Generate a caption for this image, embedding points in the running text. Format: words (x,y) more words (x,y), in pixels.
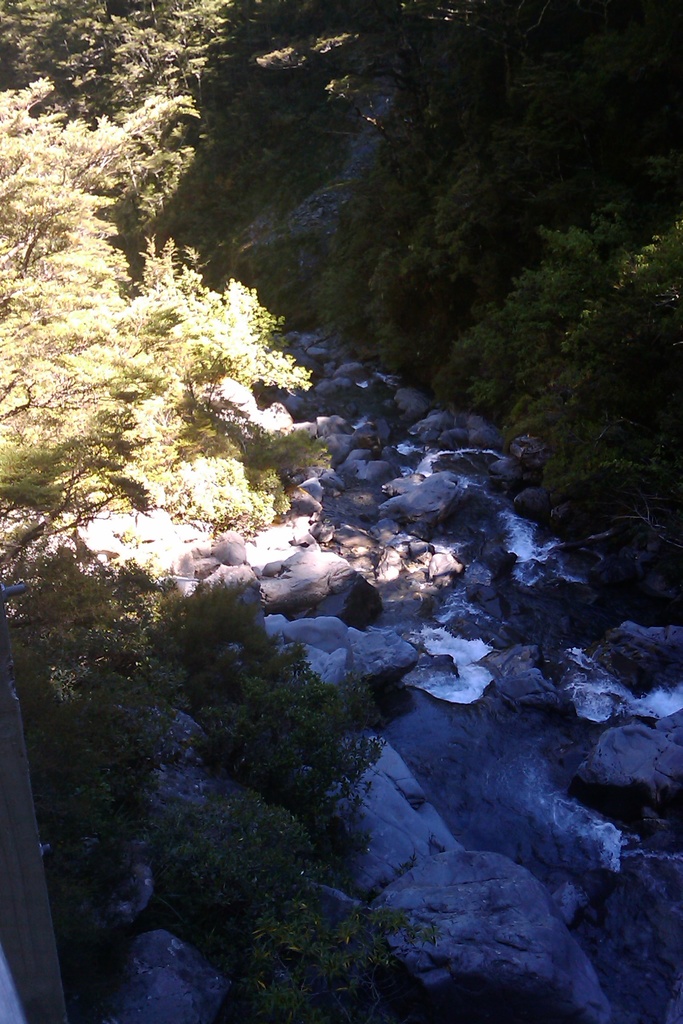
In this image I can see trees (84,566), rocks (359,602) and water (405,612).
